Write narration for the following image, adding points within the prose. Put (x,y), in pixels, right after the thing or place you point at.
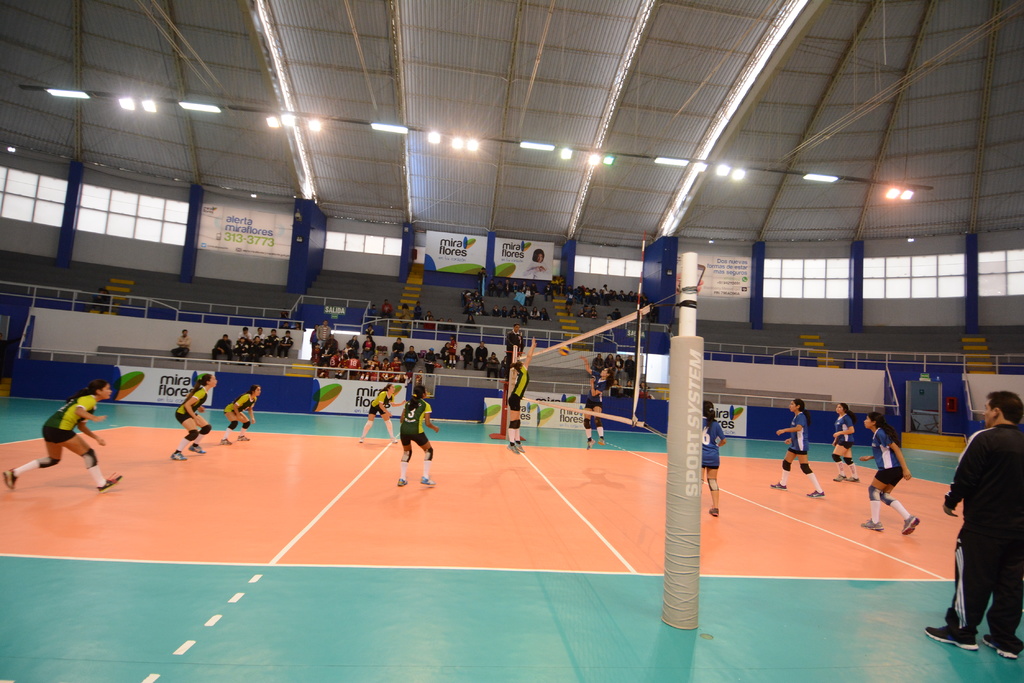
This is the picture of a stadium (349,290). In this image there are group of people (997,491) standing and two persons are jumping at the pole (682,462). At the back (503,357) there are group of people (274,341) sitting in the stadium (396,436). In the foreground (675,501) there are two poles (679,516) and there is a net (553,364). At the back (531,269) there are hoardings (219,221). At the top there are lights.
